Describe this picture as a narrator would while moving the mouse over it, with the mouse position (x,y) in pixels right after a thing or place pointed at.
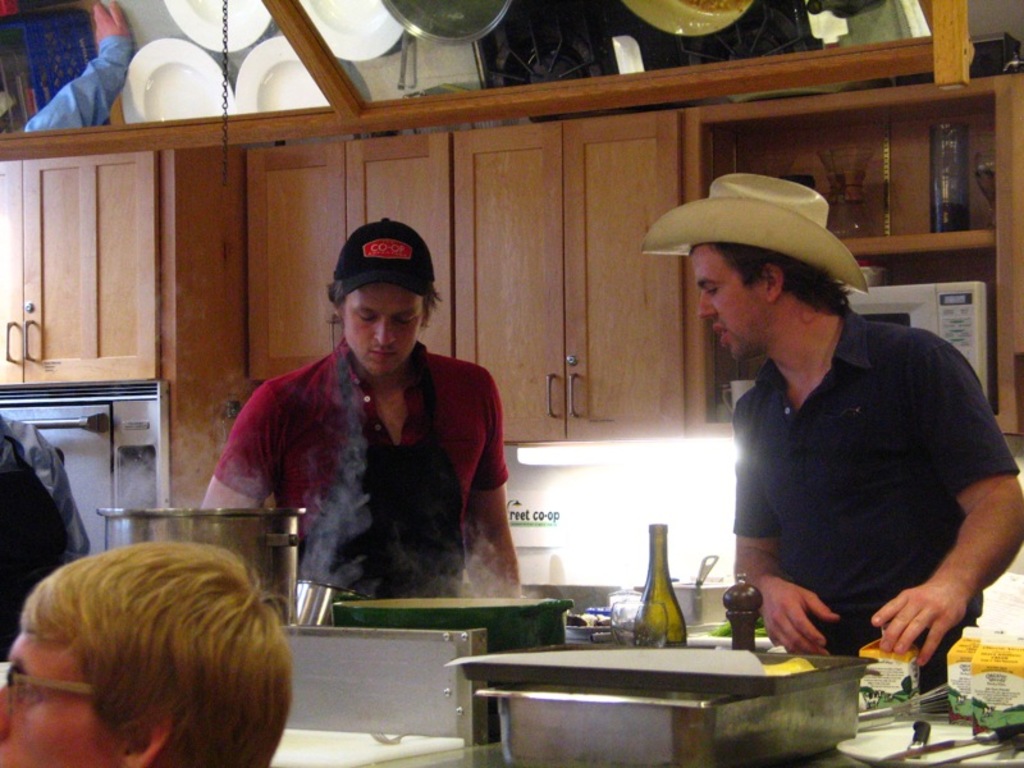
In this picture I can see few people (435,503) standing and a man (118,669) seated and I can see bottles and vessels (505,646) and I can see couple of mirrors (255,100). In the mirrors (27,82) I can see reflection (279,65) of few plates (290,67) and a human hand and I can see cupboards (156,152) and a oven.
